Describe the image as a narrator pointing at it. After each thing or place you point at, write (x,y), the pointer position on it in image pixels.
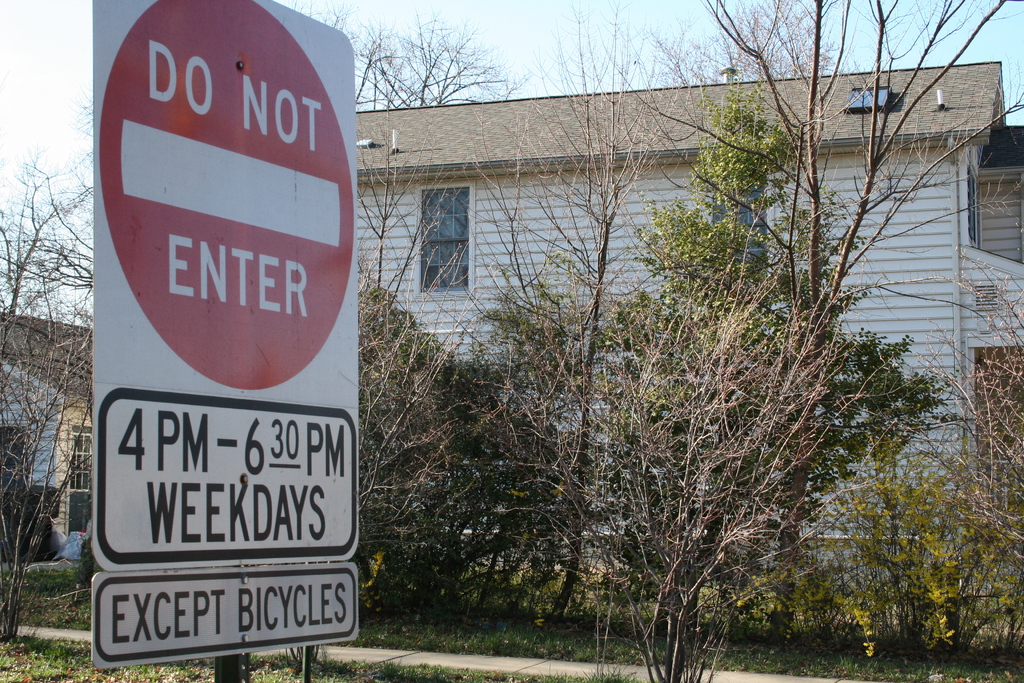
In this image, we can see a signboard (284,411) and in the background (567,307), there are trees (692,246) and buildings (631,221).
